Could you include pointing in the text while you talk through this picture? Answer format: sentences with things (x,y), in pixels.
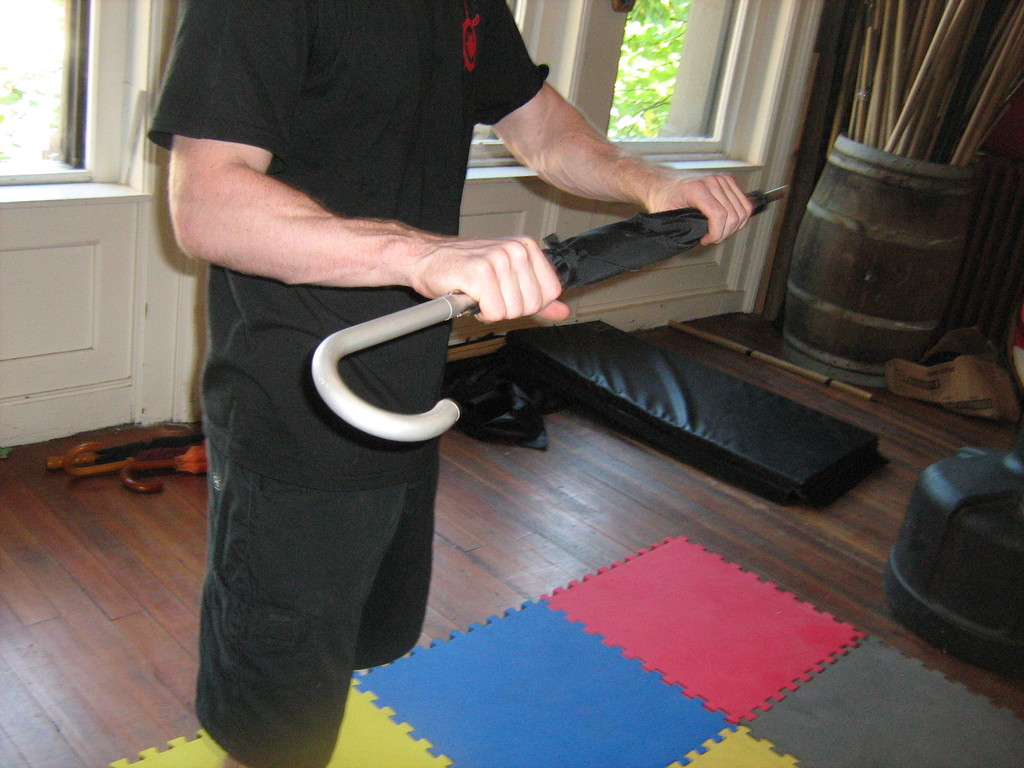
In this picture there is a man (326,118) wearing a black t-shirt (347,451) and holding a umbrella (441,310) in the hand (460,288). On the bottom side (536,652) there is a colorful mat (579,676) on the wooden flooring (565,511). Behind there is a white glass windows (622,65). On the right side (839,250) we can see a drum (886,188) with many sticks (893,102).
